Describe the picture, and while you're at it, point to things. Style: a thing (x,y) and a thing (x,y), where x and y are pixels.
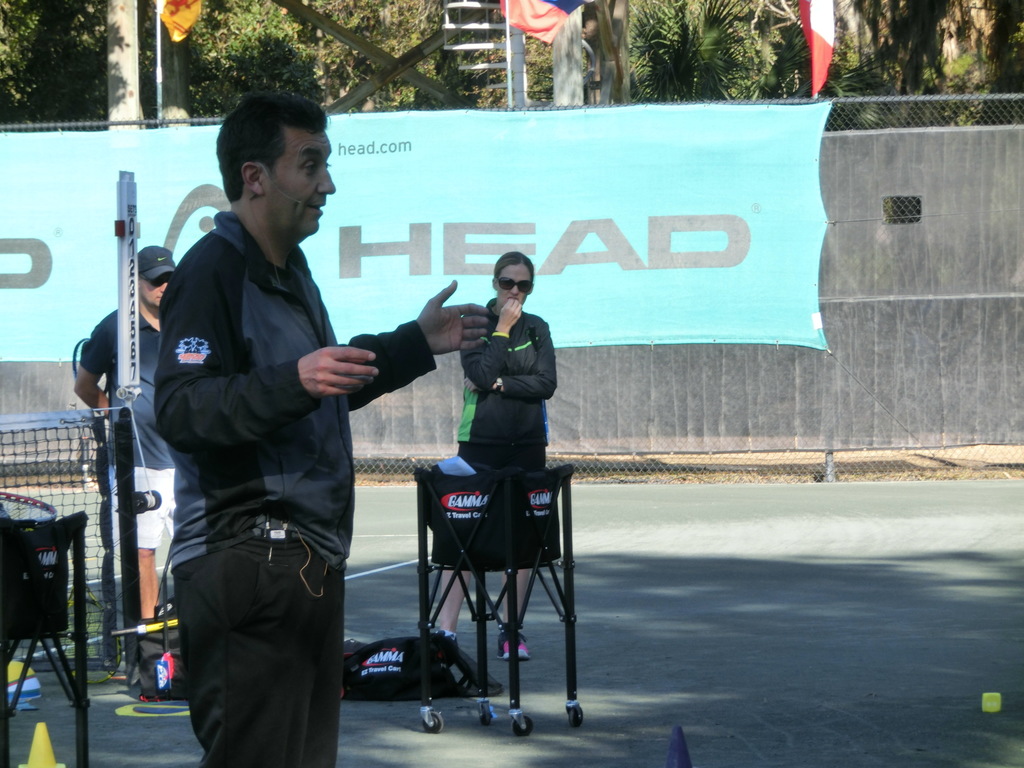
A man (295,531) is standing, here people (493,342) are standing on the court (637,601), this is net (42,492), here there are trees (691,39), this is banner (577,218).
